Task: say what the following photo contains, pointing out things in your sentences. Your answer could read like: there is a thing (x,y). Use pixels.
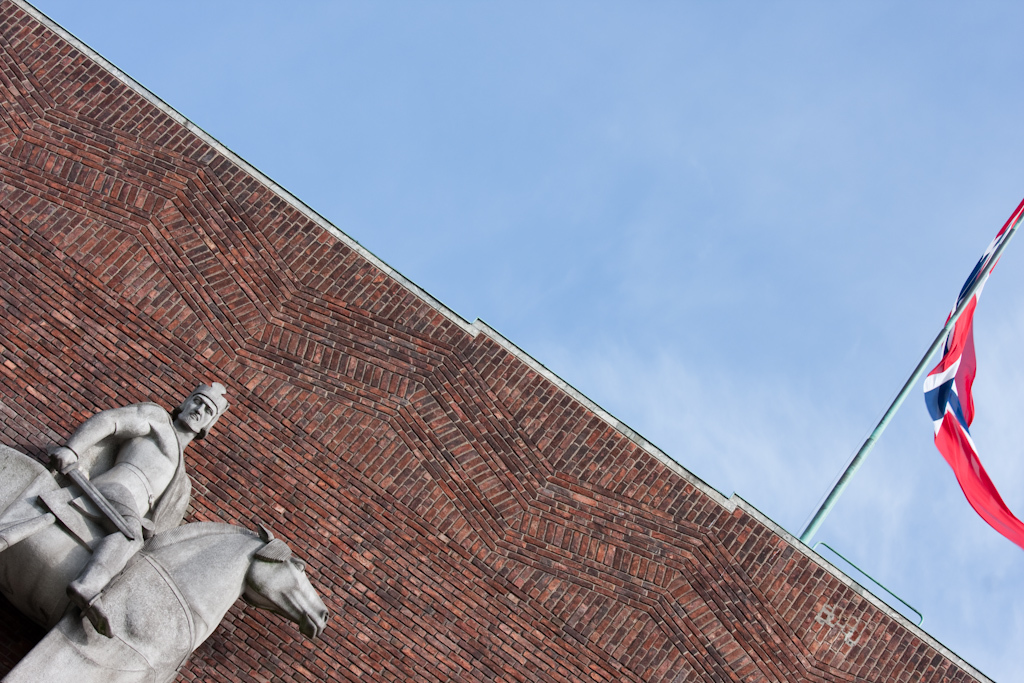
In this image in the bottom left corner (142,584) there is a statue (124,506) of a person (112,546) and horse (185,570) and in the center (441,420) there is wall (832,574). On the right side (995,264) there is pole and flag (969,492), at the top (668,159) there is sky (552,256).
